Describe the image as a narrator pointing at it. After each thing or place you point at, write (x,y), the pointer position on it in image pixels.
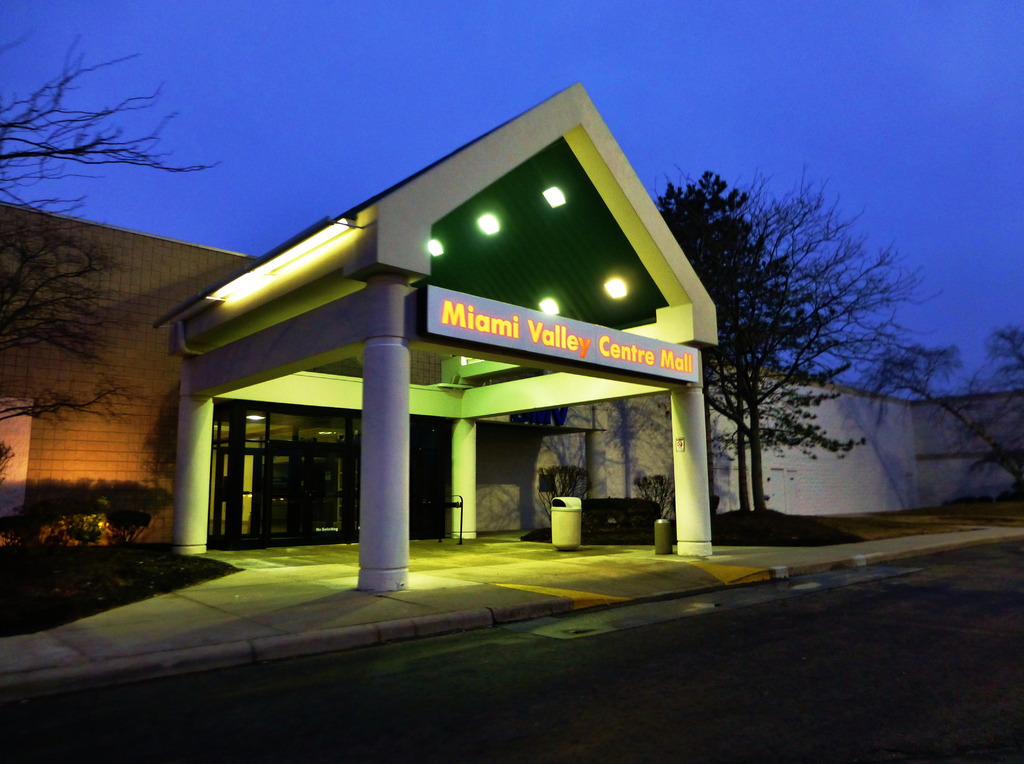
In this picture I can see building (432,461) and I can see few trees (805,432) and plants (72,529) and I can see a board (434,315) with some text (461,322) and few lights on the ceiling (516,255) and I can see a dustbin (570,523) on the ground (597,577) and I can see blue sky (445,126).
